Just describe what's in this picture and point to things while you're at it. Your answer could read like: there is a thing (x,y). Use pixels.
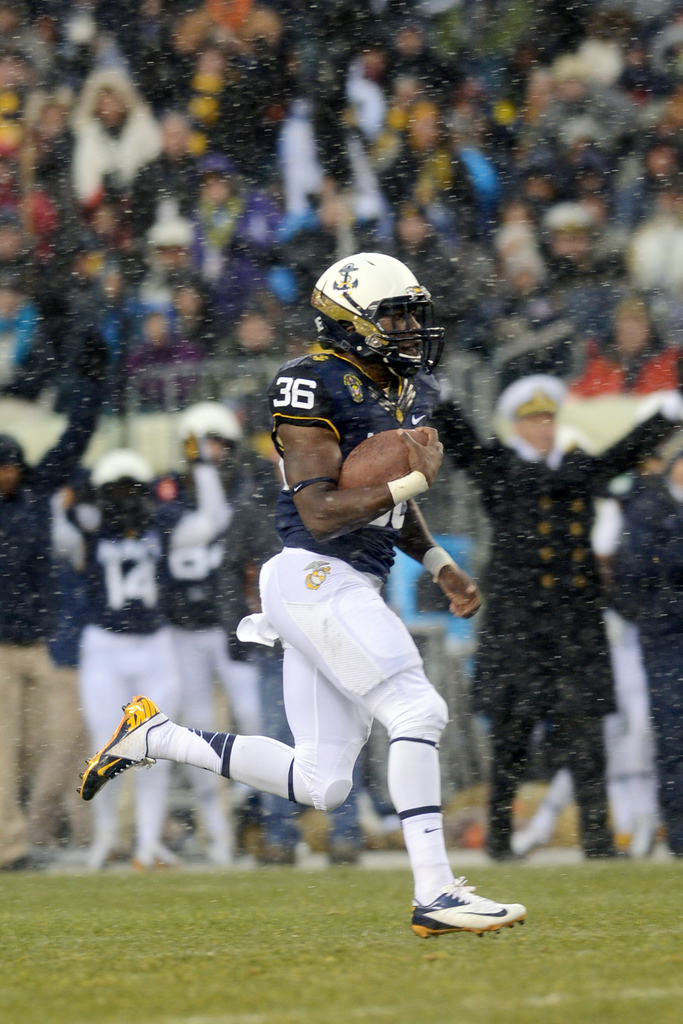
In the center of the picture (396,477) there is a man (330,562) holding a football (373,441) and running. At the bottom (262,903) there is grass (91,934). In the background (208,344) there are people (207,287). It is snowing in the picture.
